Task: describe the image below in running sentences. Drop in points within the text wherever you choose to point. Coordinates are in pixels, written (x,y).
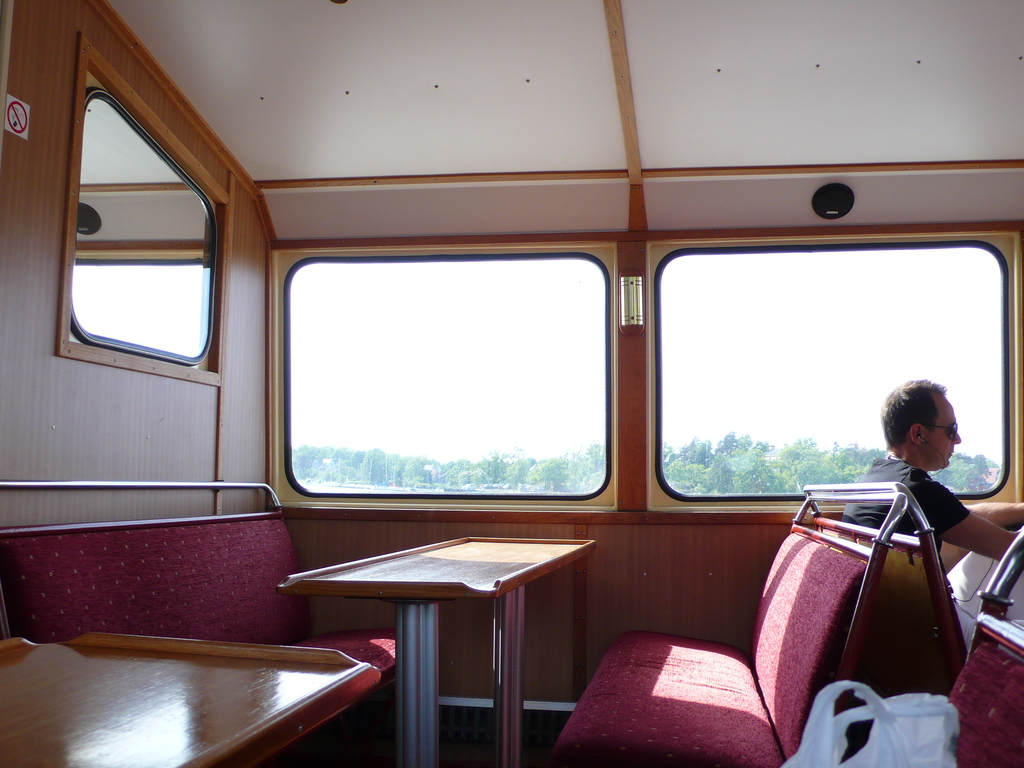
On the left side of the image (83,179) we can see a glass window (101,339), seat (281,562) and a no smoking board (24,135). In the middle of the image (408,506) we can see a table (435,712), seat (725,721), glass window (474,463), trees (356,473) and the sky (471,329). On the right side of the image (975,622) we can see a person (947,404) is sitting on the seat (920,566).
